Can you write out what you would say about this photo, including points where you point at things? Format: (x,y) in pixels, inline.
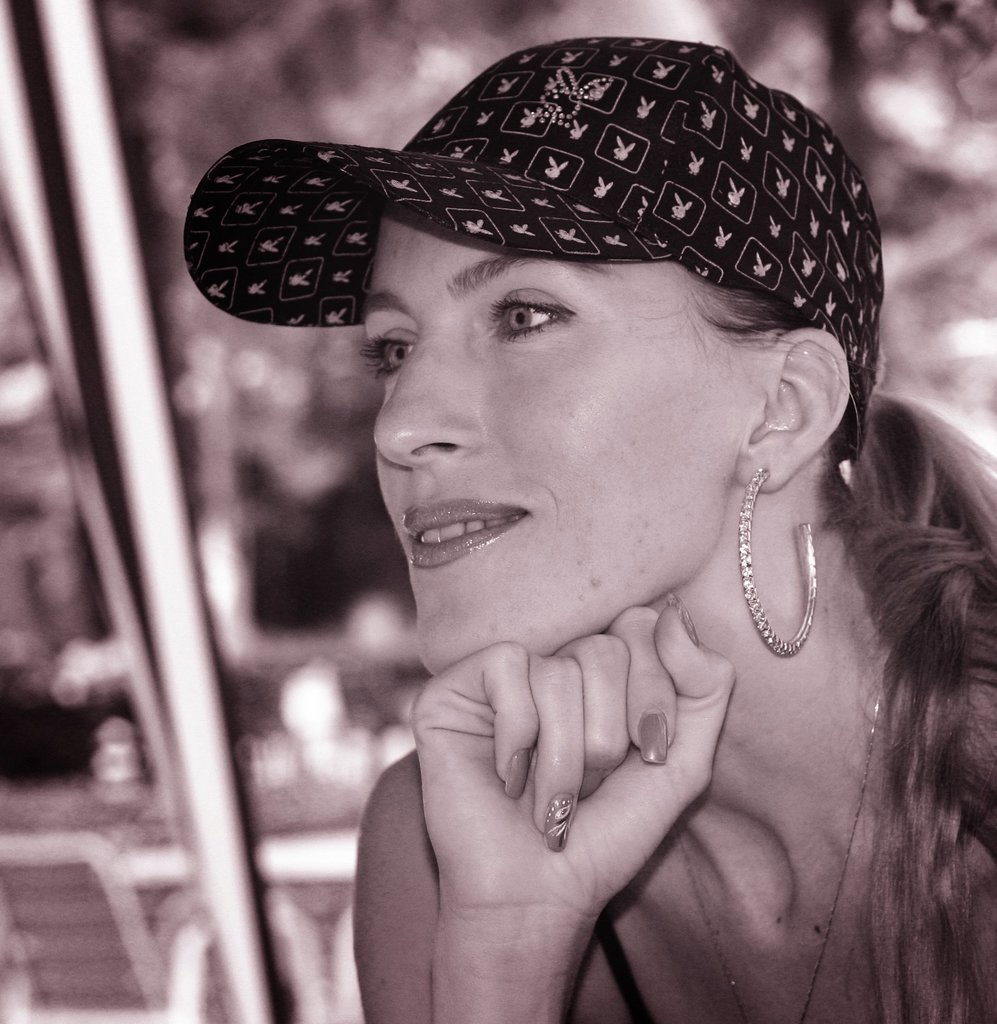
In this image I can see the person (563,729) wearing the earring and the cap (701,132). And there is a blurred background (272,612).
